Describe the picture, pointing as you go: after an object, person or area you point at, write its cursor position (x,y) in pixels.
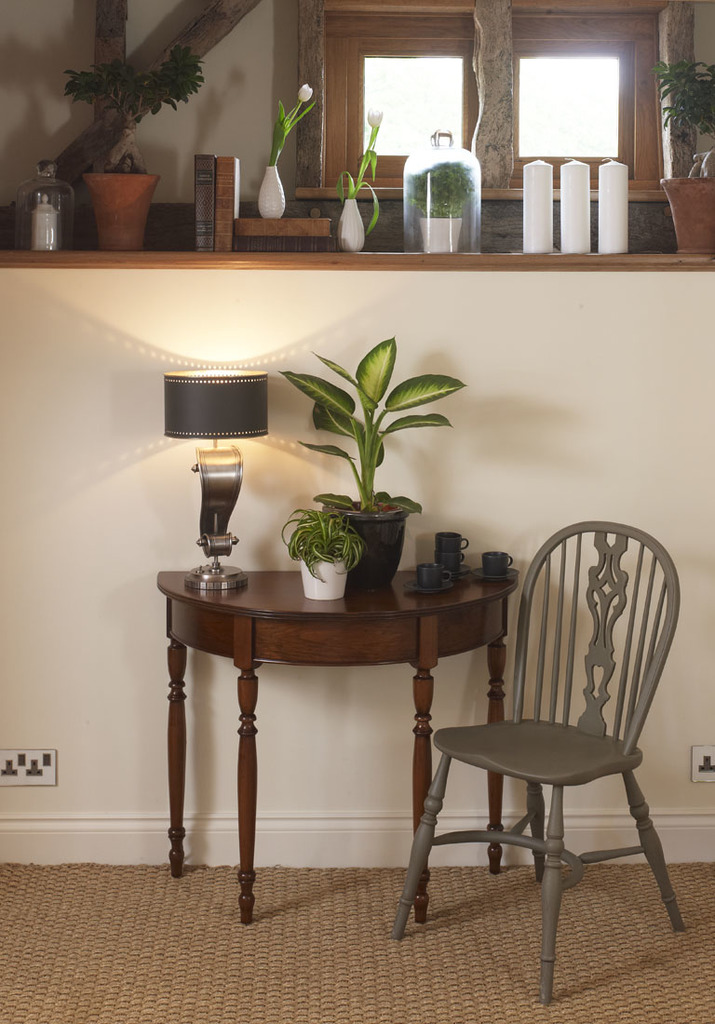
The photo is taken inside a room (334,694). There is a table (315,641) and a chair (560,725). On the table (480,624) there is a lamp (210,473), two plant pot (373,531) and cups (436,563) and plates (439,584). Beside it there is a wall (256,295) on it there are jars (30,232), pot (107,206), candles (550,206). In the background (540,152) there is a window (518,100). On the floor (346,962) has a carpet (261,962).
